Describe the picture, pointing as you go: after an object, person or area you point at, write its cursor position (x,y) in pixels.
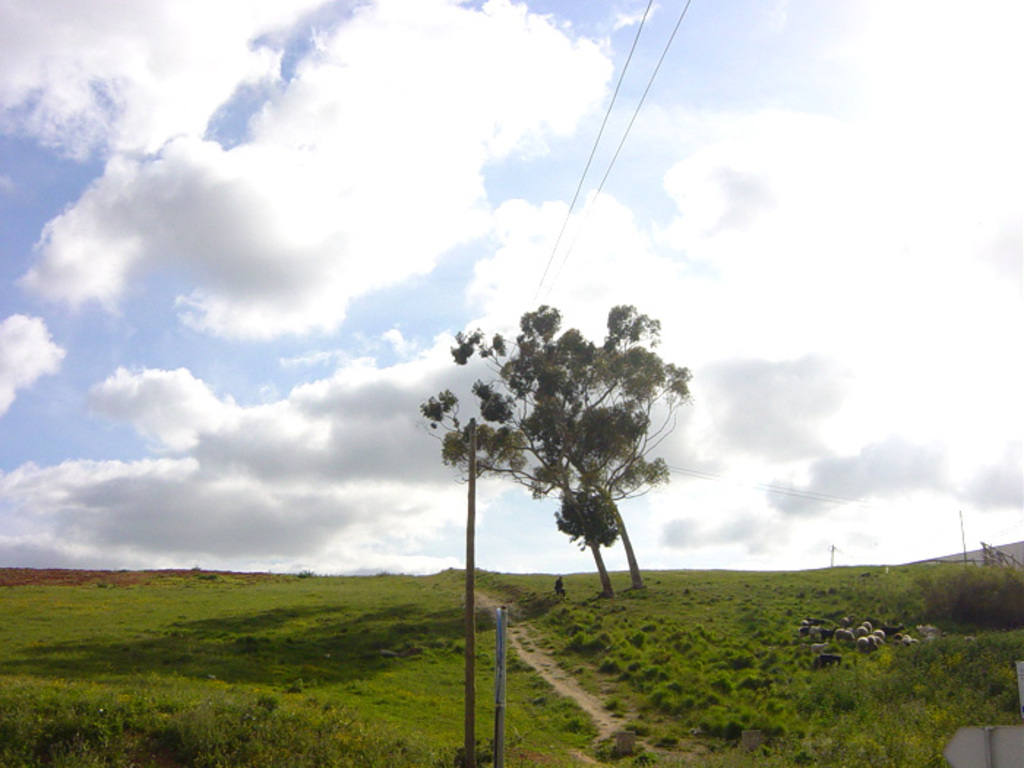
In this image there is a green field (636,621), in that field (754,680) sheep (931,628) are grazing, there are trees (575,520) under the trees (578,508) a man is sitting, in the background (750,340) there is a sky (522,132).
